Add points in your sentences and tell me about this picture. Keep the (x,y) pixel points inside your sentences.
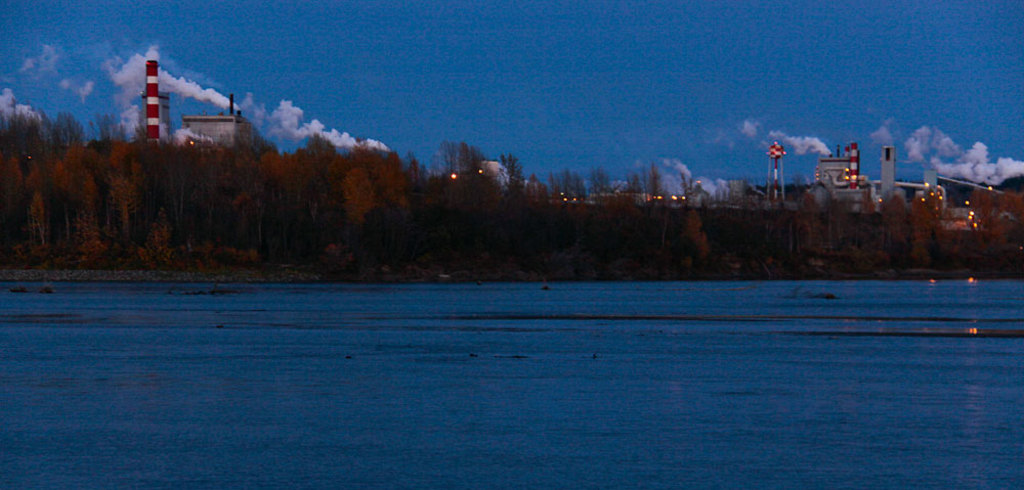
In this picture there is water (505,316) at the bottom side of the image (575,373) and there are trees (547,204) in the center of the image (642,191) and there are factories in the background area of the image (885,168), there is sky (250,51) at the top side of the image (438,51).
